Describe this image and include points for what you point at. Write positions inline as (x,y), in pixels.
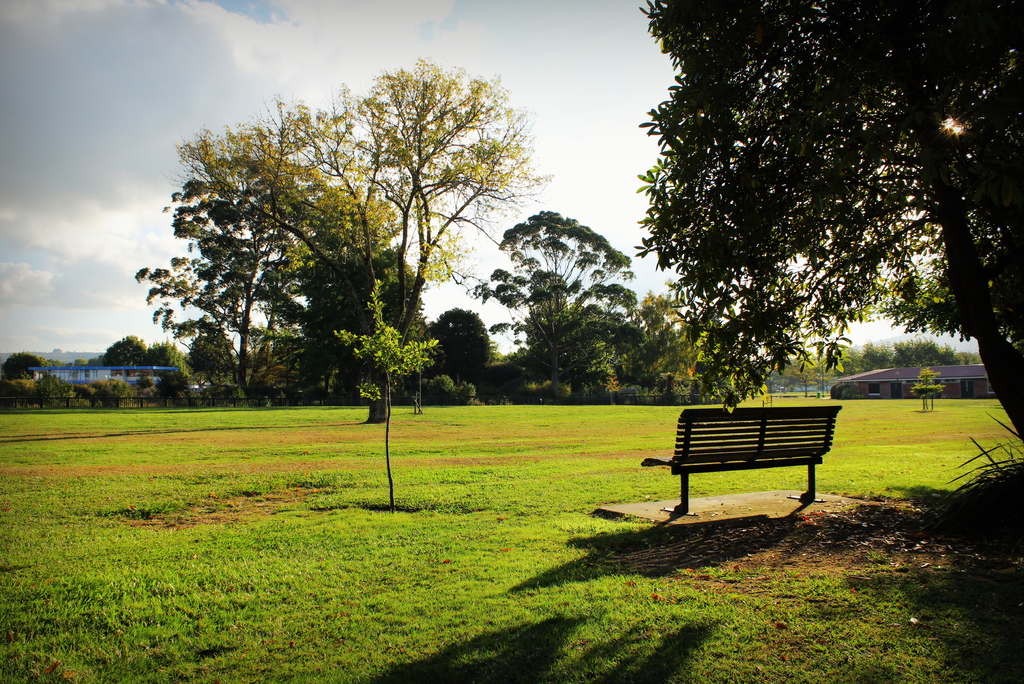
This image is taken outdoors. At the top of the image (84,195) there is the sky (86,135) with clouds (127,57). At the bottom of the image (377,606) there is a ground (223,457) with grass (529,445) on it. In the background (246,370) there are many trees (383,356) and plants (192,371) with leaves (430,338), stems (408,206) and branches (378,351). On the right side of the image (961,375) there is an architecture (891,371) and there is a tree (812,187). There is an empty bench (709,452) on the ground (620,528).
